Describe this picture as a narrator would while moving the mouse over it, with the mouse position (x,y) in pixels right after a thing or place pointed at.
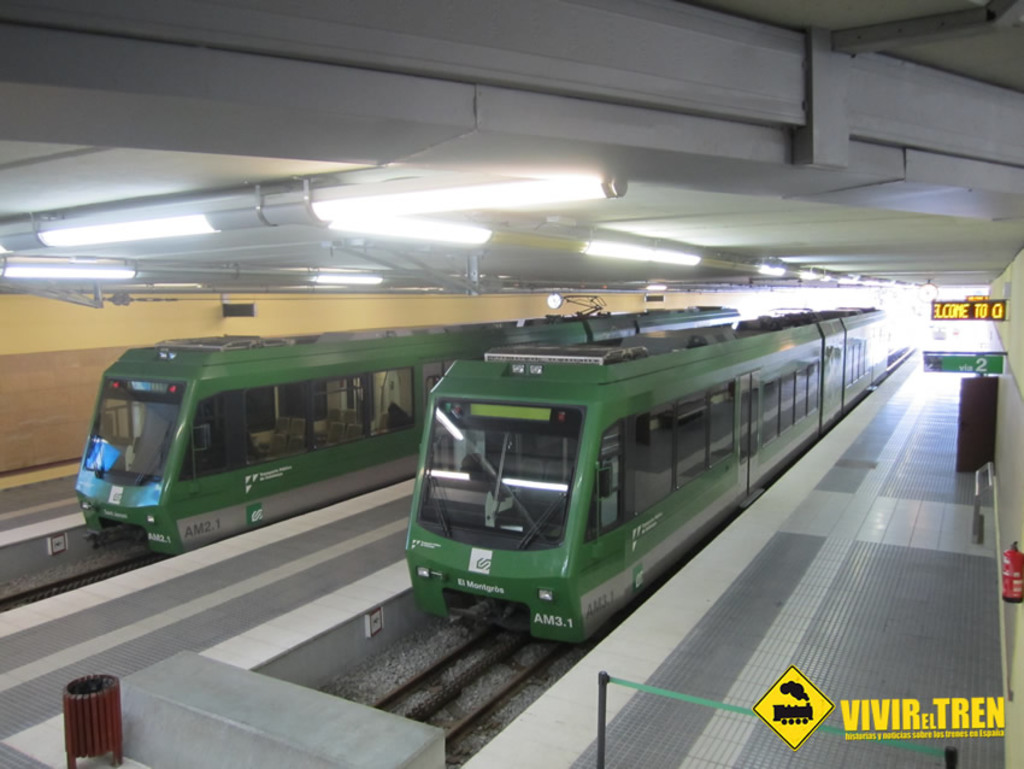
In the center of the image (461,425) we can see trains (455,458) on the track (502,658). On the right (943,365) there are boards (974,355). At the top (95,228) there are lights (392,230).
